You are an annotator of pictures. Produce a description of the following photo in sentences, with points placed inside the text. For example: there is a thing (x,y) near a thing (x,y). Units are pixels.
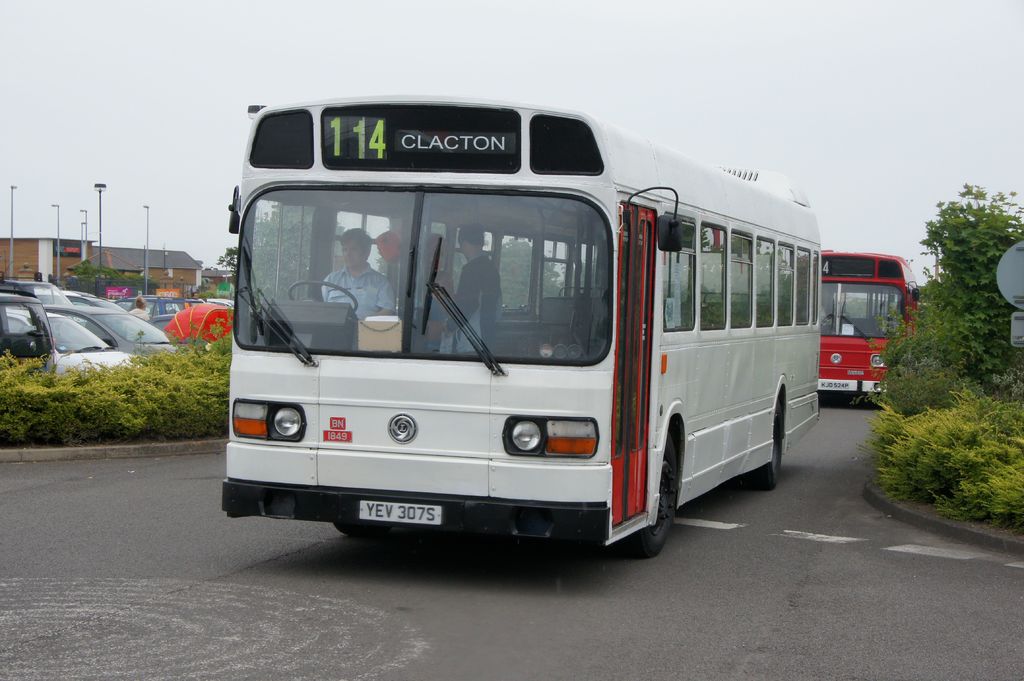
In this image we can see two buses (693,418) parked on the ground (374,587). Two persons (377,298) are inside the bus (416,282). In the background (956,344), we can see a group of trees (918,406), vehicles (27,327) parked on the ground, poles (149,249), buildings (131,263) and the sky (391,93).
